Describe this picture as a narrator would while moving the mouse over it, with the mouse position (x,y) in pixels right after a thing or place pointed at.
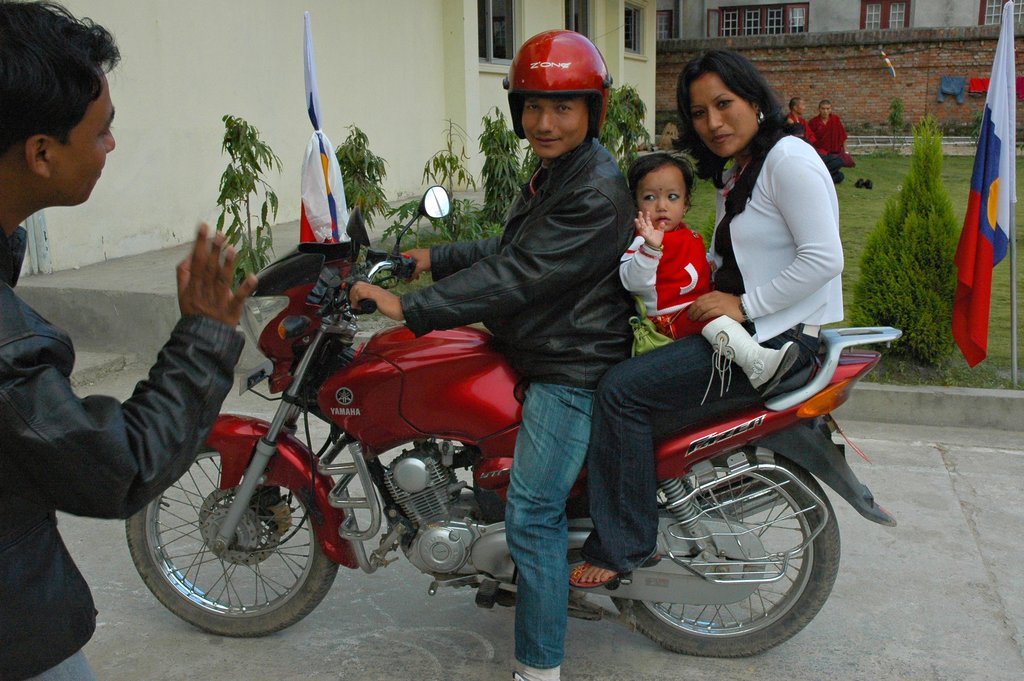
On this motorbike (305,315), this man (607,275), this kid (677,234) and this women (728,205) are sitting. This man (538,146) wore helmet (548,85). These are plants (495,175). These are 2 flags (996,159). These are buildings (584,22) with windows (714,16). Far 2 persons (842,162) are sitting on a grass (845,187).
